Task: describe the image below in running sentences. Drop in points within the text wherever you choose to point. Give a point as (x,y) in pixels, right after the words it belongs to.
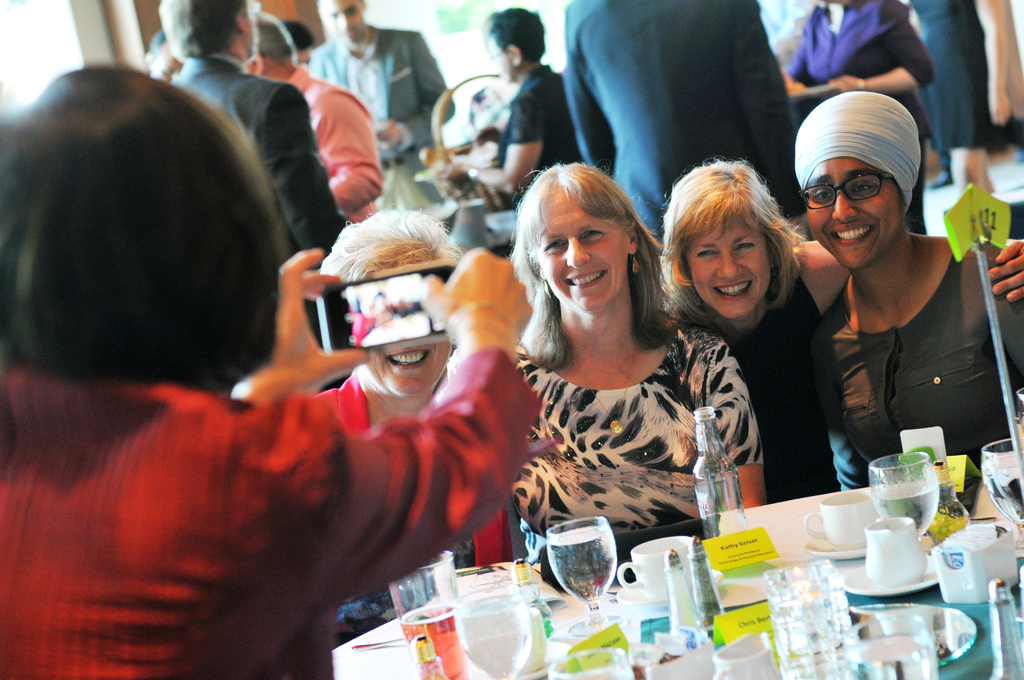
There are people (454,344) and this person (429,498) holding a mobile (382,341). We can see glasses (1013,449), bottle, cups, saucers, stick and objects (702,643) on the table (752,584). In the background (522,4) it is blur.
